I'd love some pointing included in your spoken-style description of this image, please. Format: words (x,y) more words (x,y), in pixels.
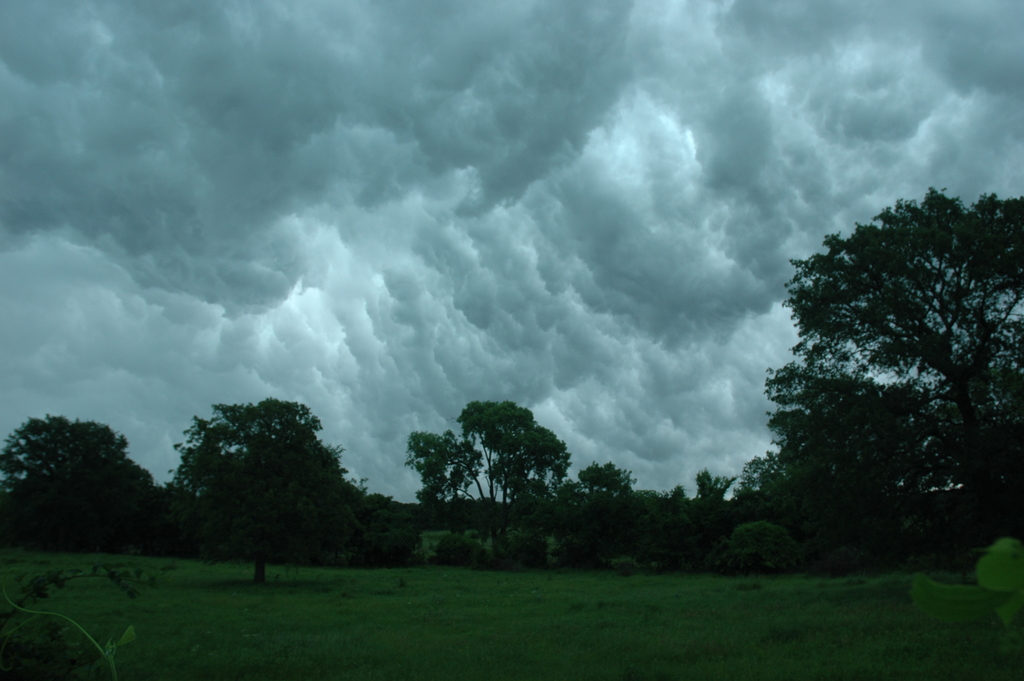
In this image we can see a group of trees (624,485), plants (806,561), grass (635,578) and the sky (522,312) which looks cloudy.
